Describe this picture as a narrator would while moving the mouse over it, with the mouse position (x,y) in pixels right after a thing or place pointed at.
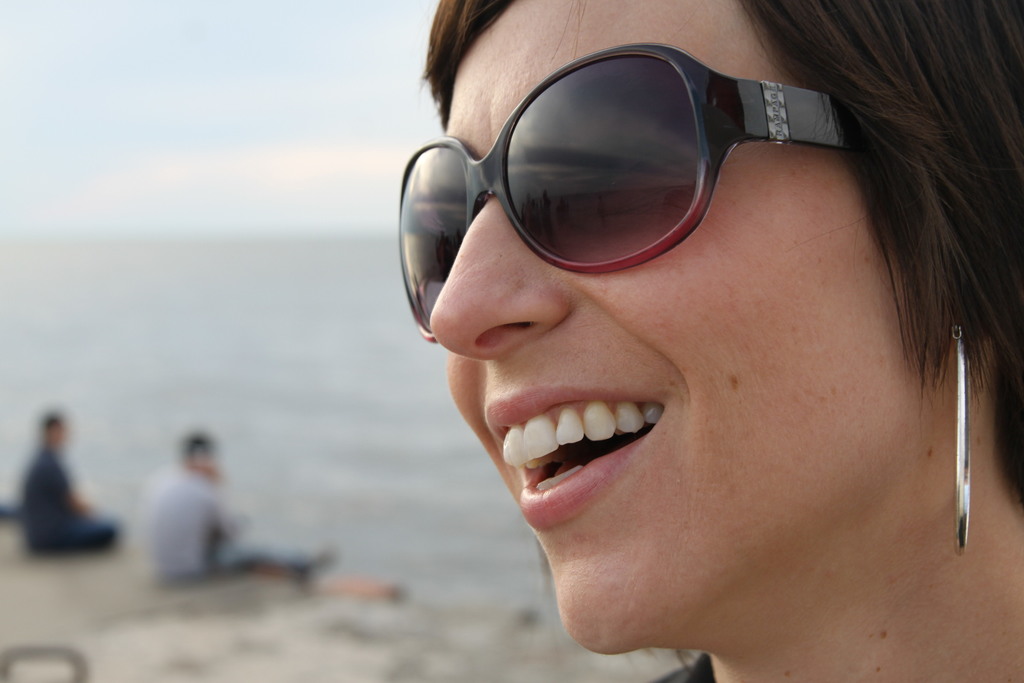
In this image I can see a woman (688,415) wearing black colored goggles (624,180) and silver colored earring (963,364). In the background (235,631) I can see the ground (261,591), two persons (206,520) sitting on the ground (244,618) and the sky (218,100).
